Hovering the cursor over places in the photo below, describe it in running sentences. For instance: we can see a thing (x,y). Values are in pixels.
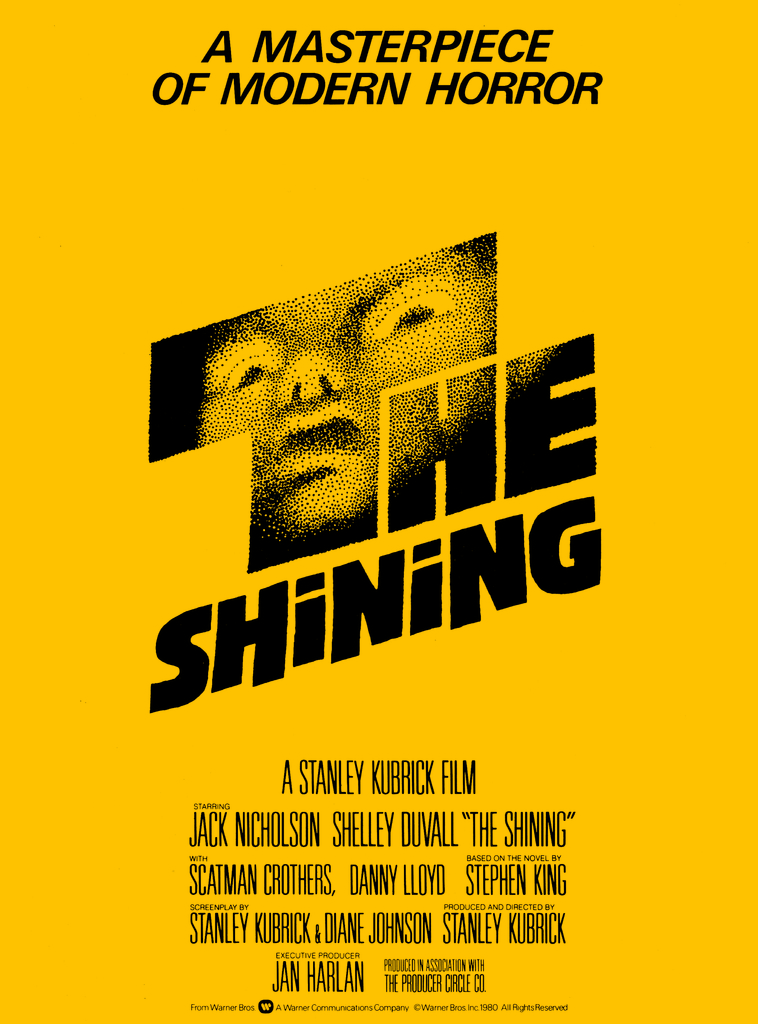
In this image I can see the yellow color poster (410,527) and something is written on it with black color and I can see the person face (387,364).
